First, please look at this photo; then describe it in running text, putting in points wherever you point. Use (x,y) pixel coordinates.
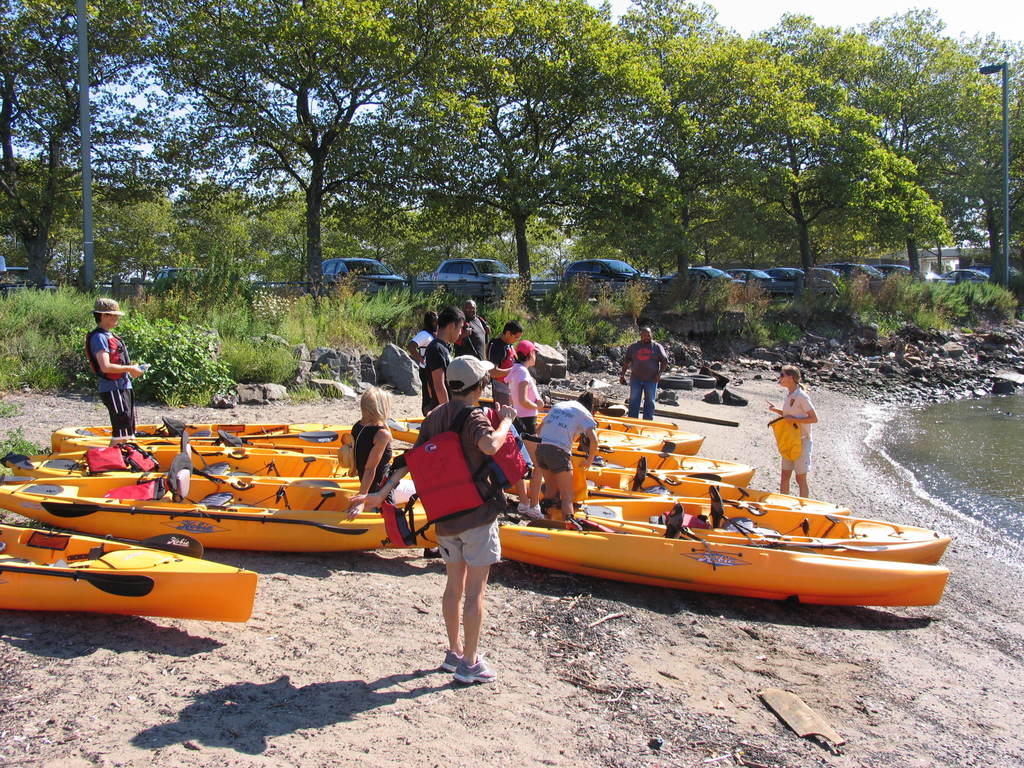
This is an outside view. Here I can see many boats (417,547) on the ground (501,638) and few people (810,411) are standing. On the right side (982,460), I can see the water (984,497). There are many rocks (347,350) and plants (384,314) on the ground (752,350). In the background (394,179) there are many trees (452,183) and vehicles (327,277). On the right side (1008,97) there is a pole (1002,166). At the top of the image (818,5) I can see the sky (724,16).
